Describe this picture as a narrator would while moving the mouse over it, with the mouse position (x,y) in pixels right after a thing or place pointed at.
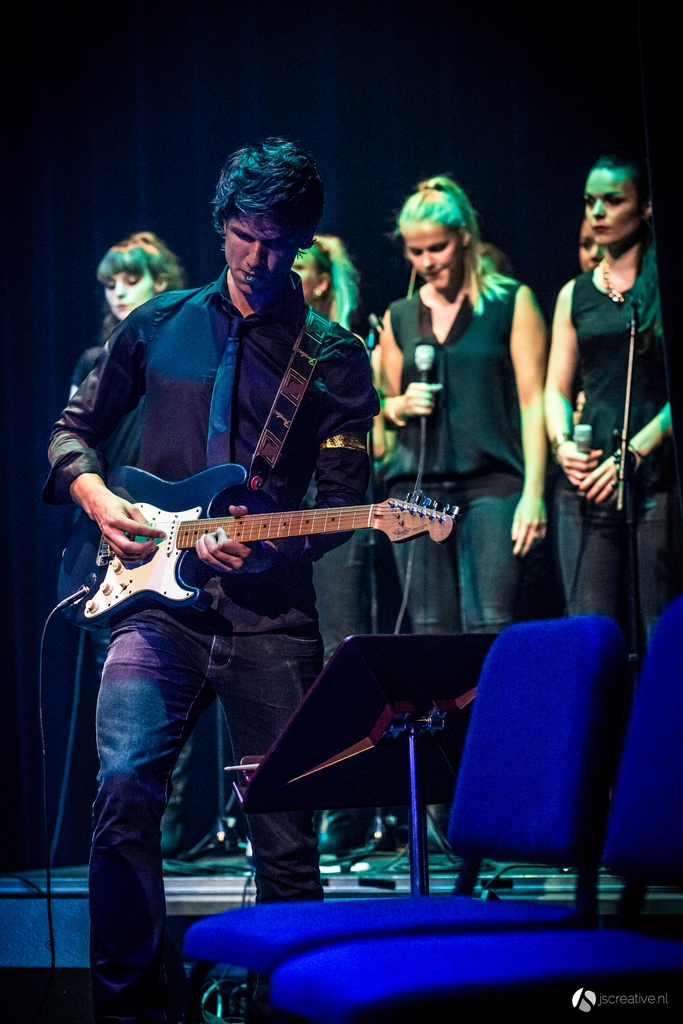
On the left side of the image (223,228) we can see a man (237,760) standing and holding a guitar (285,537) in his hand (138,528). At the bottom (292,961) there are chairs (410,923) and we can see a stand (330,687). In the background (594,493) there are people (440,268) standing and holding mics (579,430) in their hands (597,486).
